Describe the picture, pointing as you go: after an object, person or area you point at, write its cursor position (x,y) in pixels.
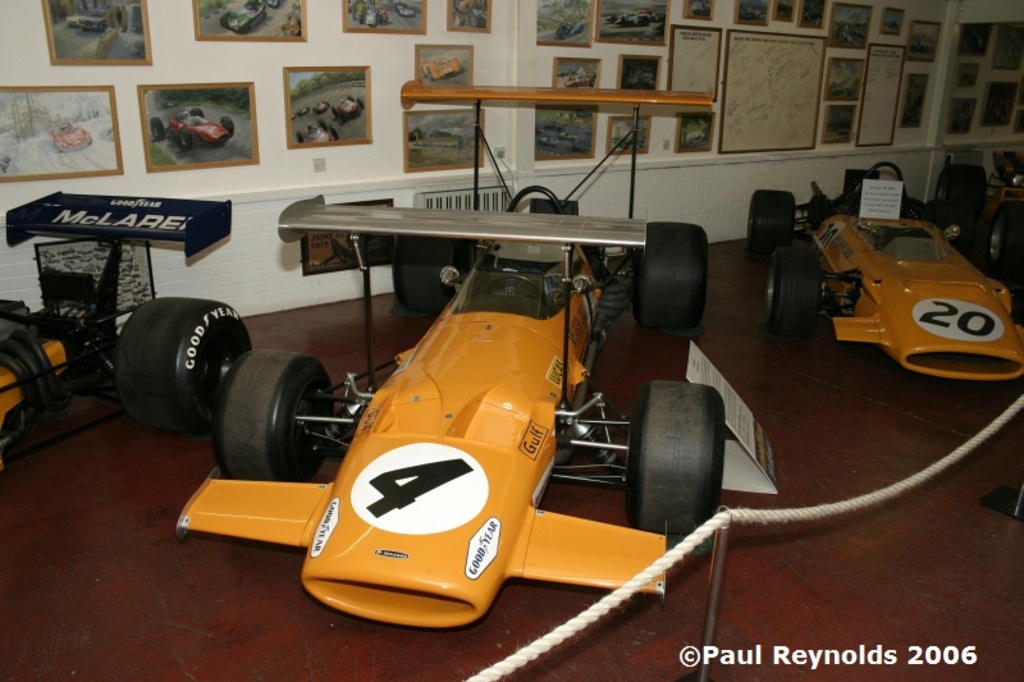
In this image there are three racing cars (506,361), in this image there is a rope (970,443), there are photo frames (319,96) of cars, there is a white wall (717,183) behind the cars (759,196).
